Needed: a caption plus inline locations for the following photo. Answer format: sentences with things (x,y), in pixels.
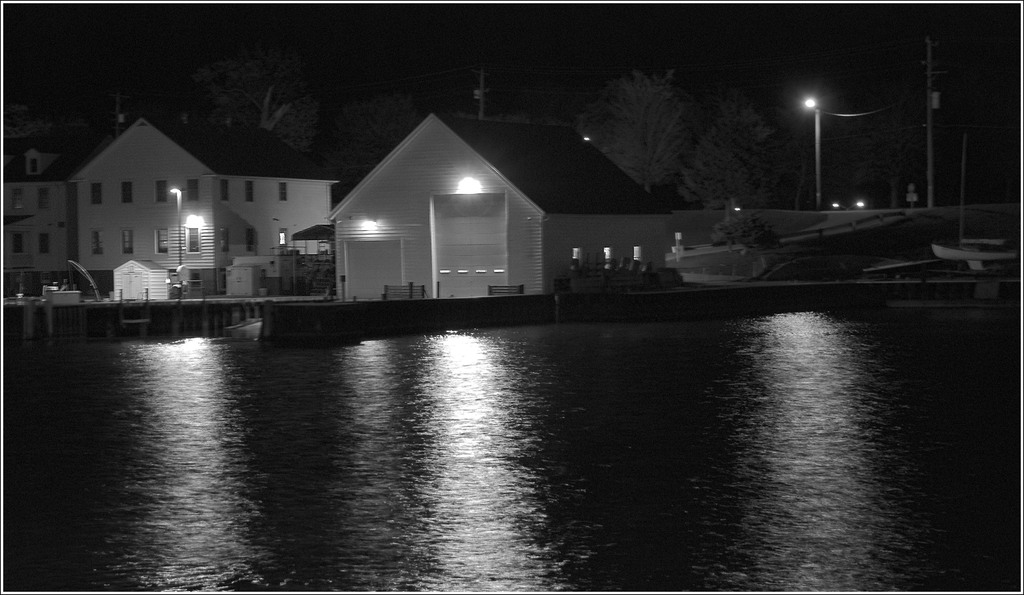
There is water surface (563,416) in the foreground area of the image (573,414), there are houses (596,208), lamp poles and trees (742,172) in the background (730,151).
